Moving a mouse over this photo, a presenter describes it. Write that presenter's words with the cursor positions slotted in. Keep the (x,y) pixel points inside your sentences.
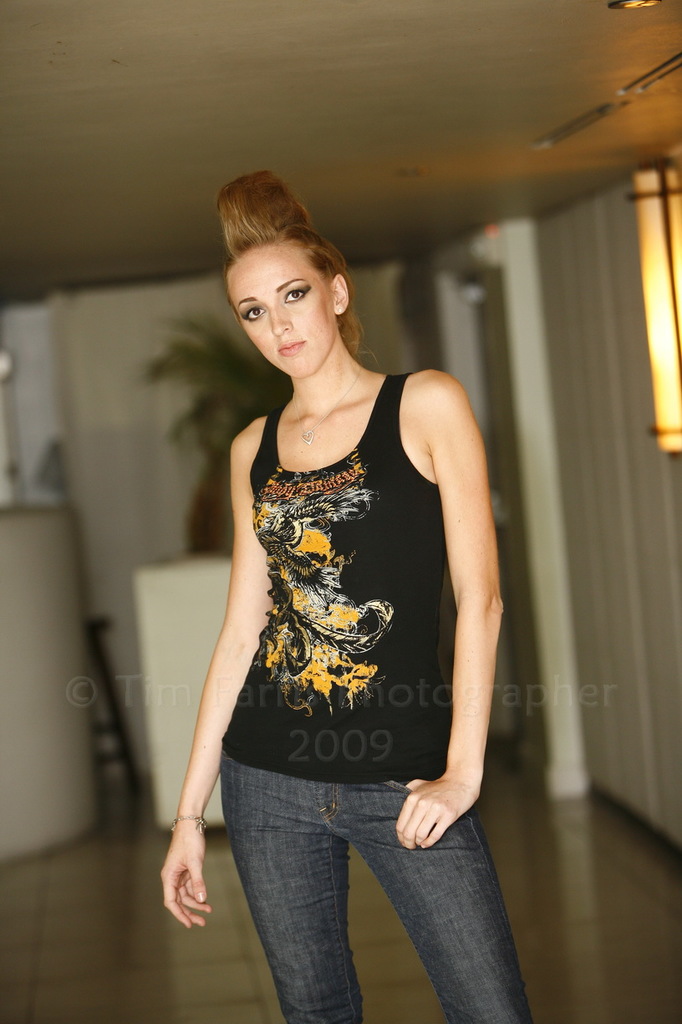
In this image a person (378,639) is standing. There is a lamp (647,315) which is glowing and some objects (99,688) in the background (103,653). There is a house plant (210,469) in the image.
